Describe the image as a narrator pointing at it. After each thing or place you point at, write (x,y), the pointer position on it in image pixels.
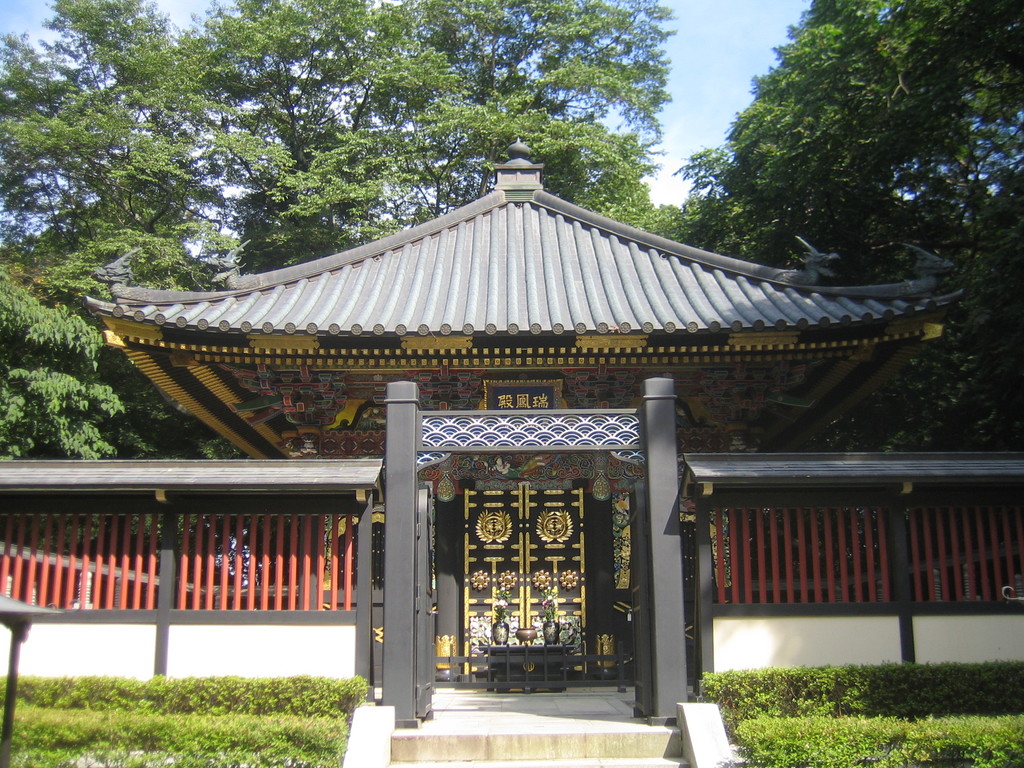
In the image we can see there is a hut shaped building (570,254) and there are vase (504,636) kept on the table (500,671) outside the building's door (521,588). There are plants (30,755) on the ground (741,755) and behind there are trees (551,141).
